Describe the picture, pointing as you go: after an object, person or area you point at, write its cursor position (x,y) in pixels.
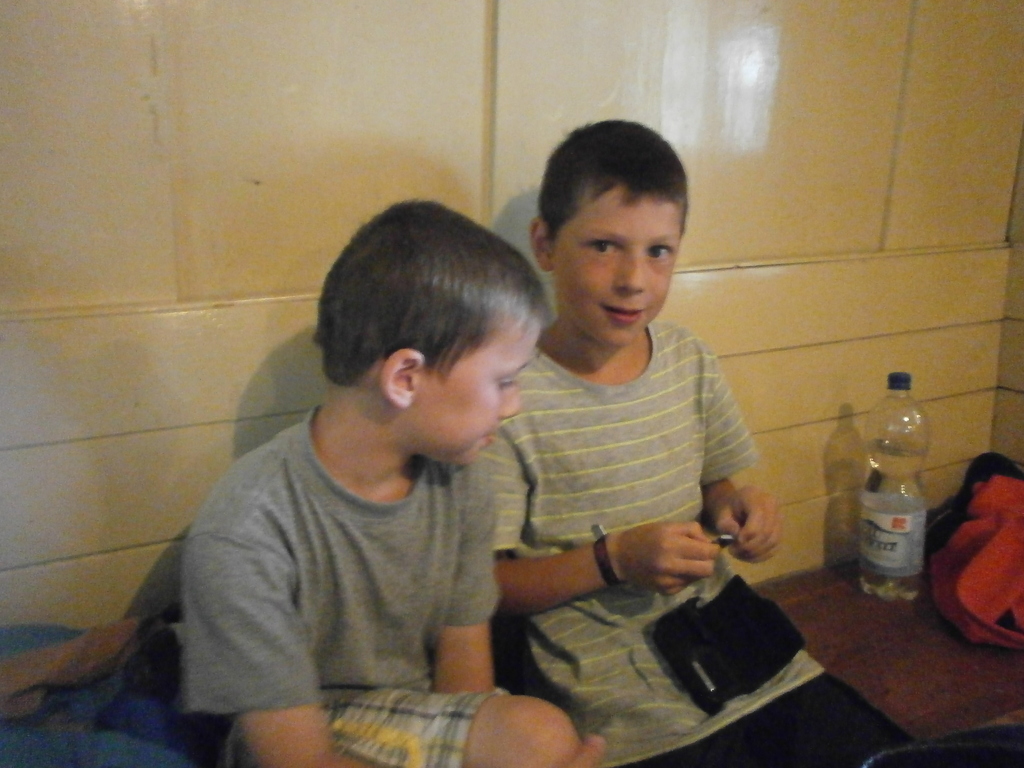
In this picture we can see two persons (346,394). This is bottle (883,464) and there is a bag (970,533). On the background (557,21) there is a wall (742,228).
